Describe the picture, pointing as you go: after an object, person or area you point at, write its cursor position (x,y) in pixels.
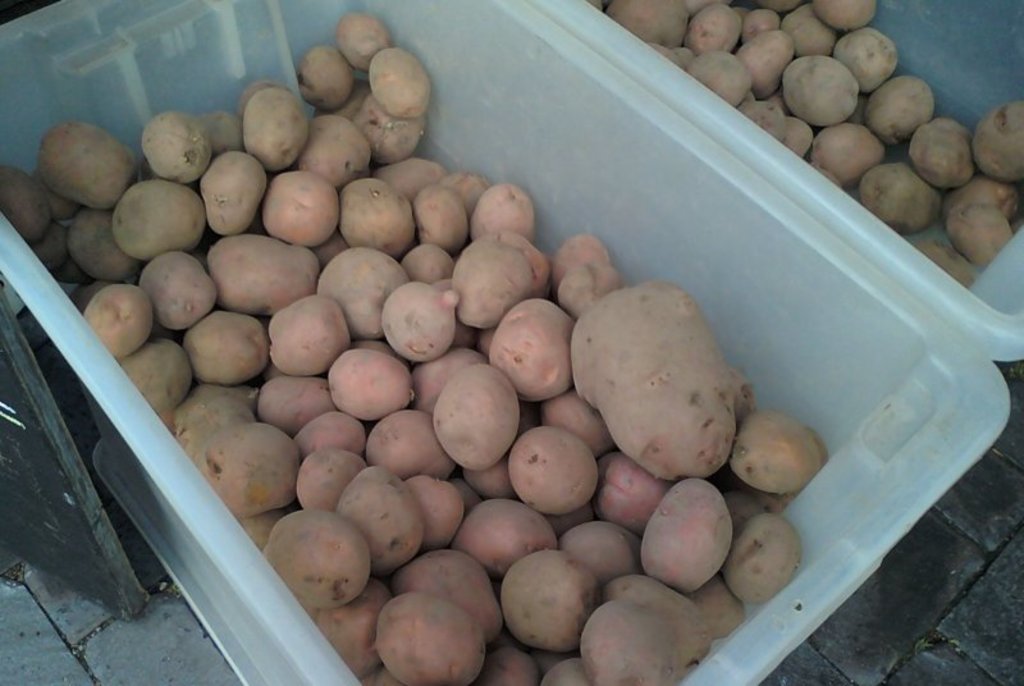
In this image, we can see potatoes (417,303) in the trays (168,446) and there is an other object (65,480). At the bottom (106,637), there is a floor (116,642).
